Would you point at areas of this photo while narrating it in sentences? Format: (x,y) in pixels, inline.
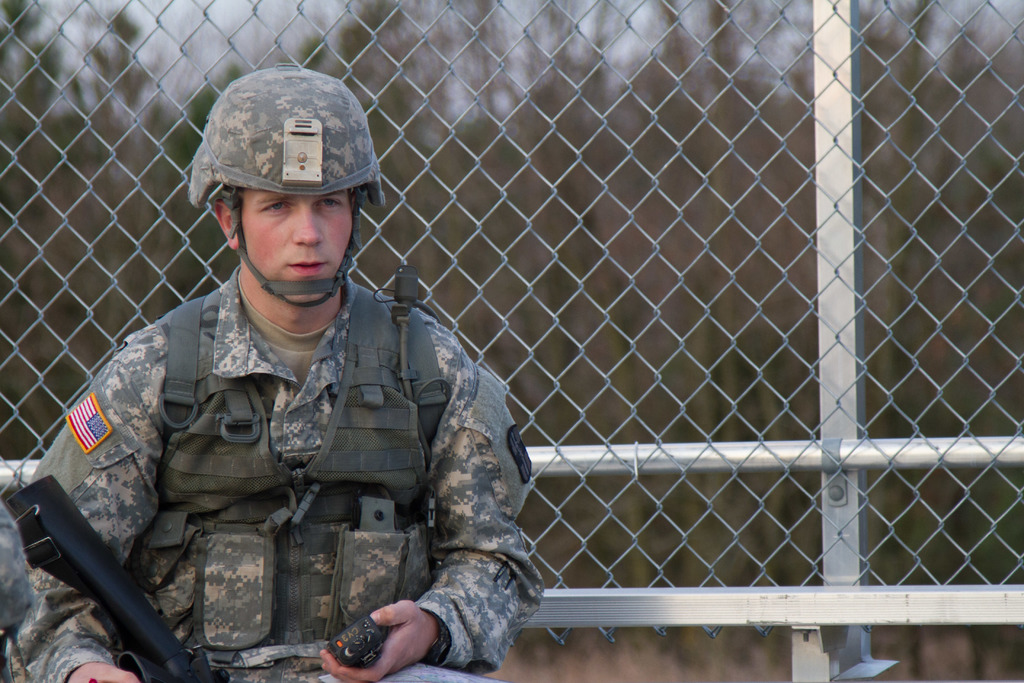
In this image we can see a person (333,382) wearing military uniform (312,413) with helmet (339,270) and holding a gun (139,614) in his hand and a mobile (360,637) in other hands (431,629). In the background (880,664), we can see a fence (923,344) and set of poles (790,618).
